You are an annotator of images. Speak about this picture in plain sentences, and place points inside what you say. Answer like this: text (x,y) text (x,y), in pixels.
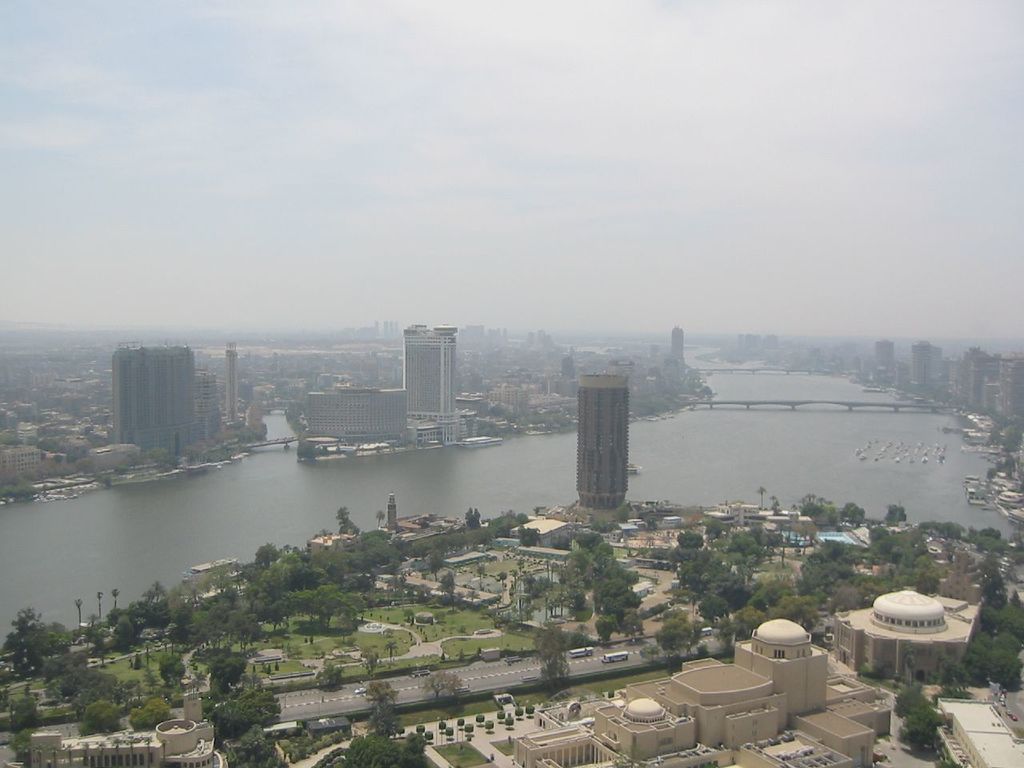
In this image we can see few buildings (952,564), trees (959,673), grass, some bridges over the water (813,445) and some clouds (421,206) in the sky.
